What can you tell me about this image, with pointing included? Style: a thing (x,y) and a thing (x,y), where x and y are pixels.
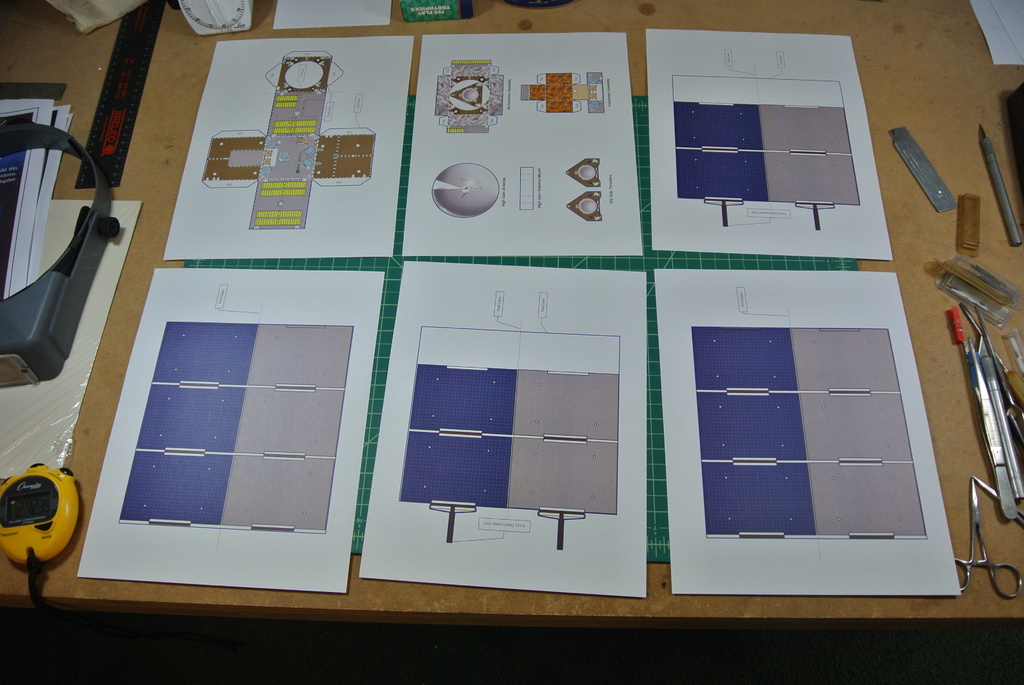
In this picture I can see papers (289,380), scissors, cutting mat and some other objects (29,306) on the table (808,13).
